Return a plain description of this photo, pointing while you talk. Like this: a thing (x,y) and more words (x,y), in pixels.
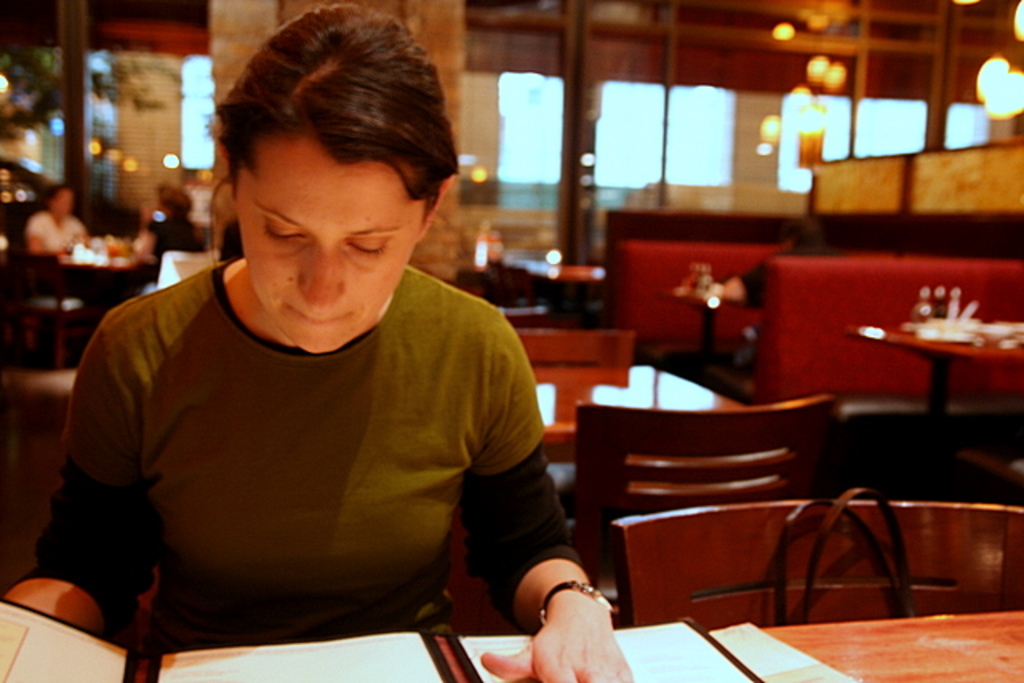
In this image we can see a woman (385,474) wearing t-shirt (274,484) is sitting near the table (816,653) where some files (722,657) are kept on it. The background of the image (22,22) is slightly blurred, where we can see chairs (759,528), tables (890,337), pillars (443,27), lights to the ceiling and the glass windows (594,158).
